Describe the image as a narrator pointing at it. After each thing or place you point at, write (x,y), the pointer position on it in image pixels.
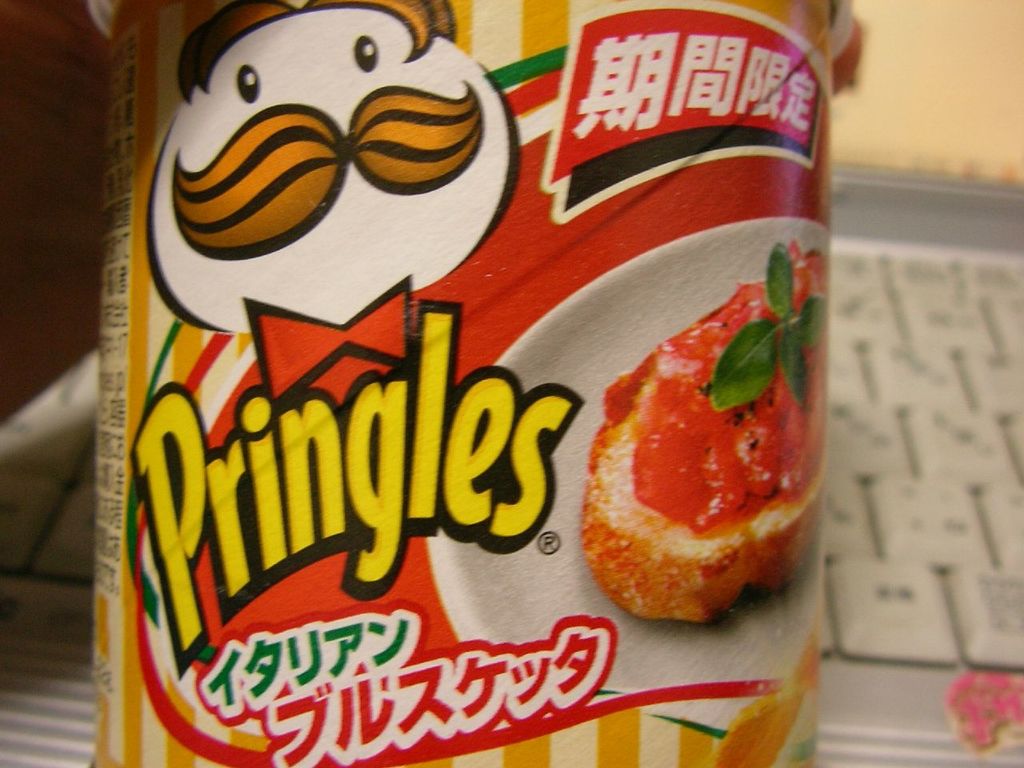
In this image I see a box (731,49) on which there is an animated character face (208,216) and I see few words (485,449) and I see food (765,416) over here and it is blurred in the background (950,257).
